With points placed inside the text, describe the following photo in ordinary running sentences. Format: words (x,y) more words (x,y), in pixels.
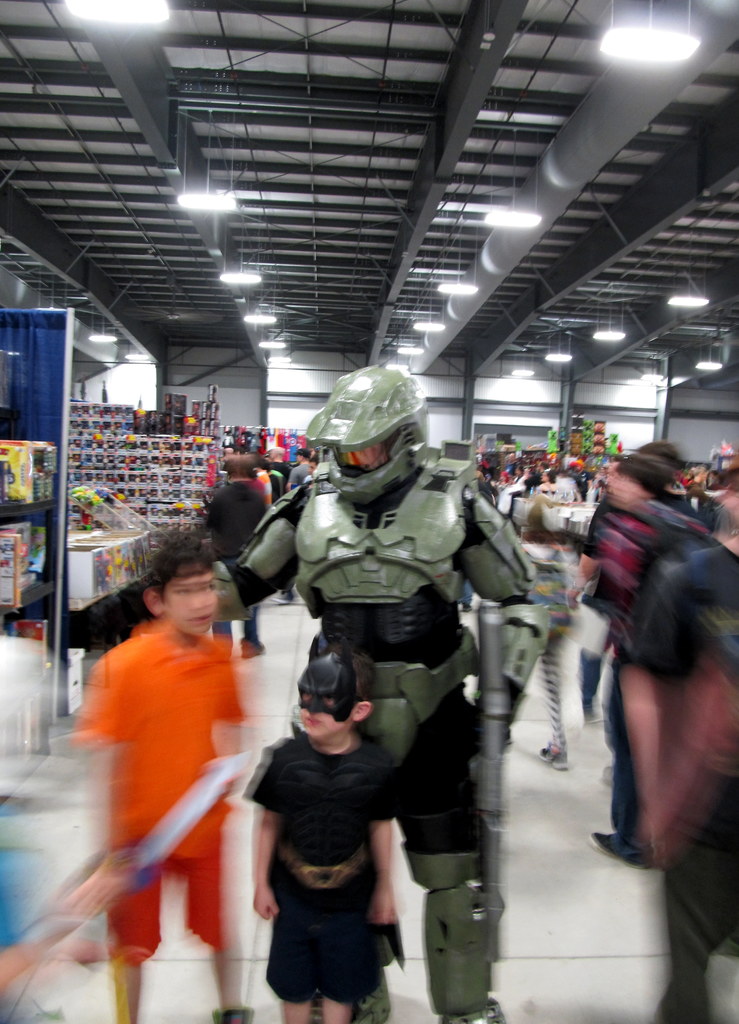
In this image I can see a person (383,479) standing in a store (240,389) and wearing a robot costume (383,434). Other people (299,890) are present. There are items (100,549) in the shelves (66,647) and there are lights (263,343) at the top (245,275).
